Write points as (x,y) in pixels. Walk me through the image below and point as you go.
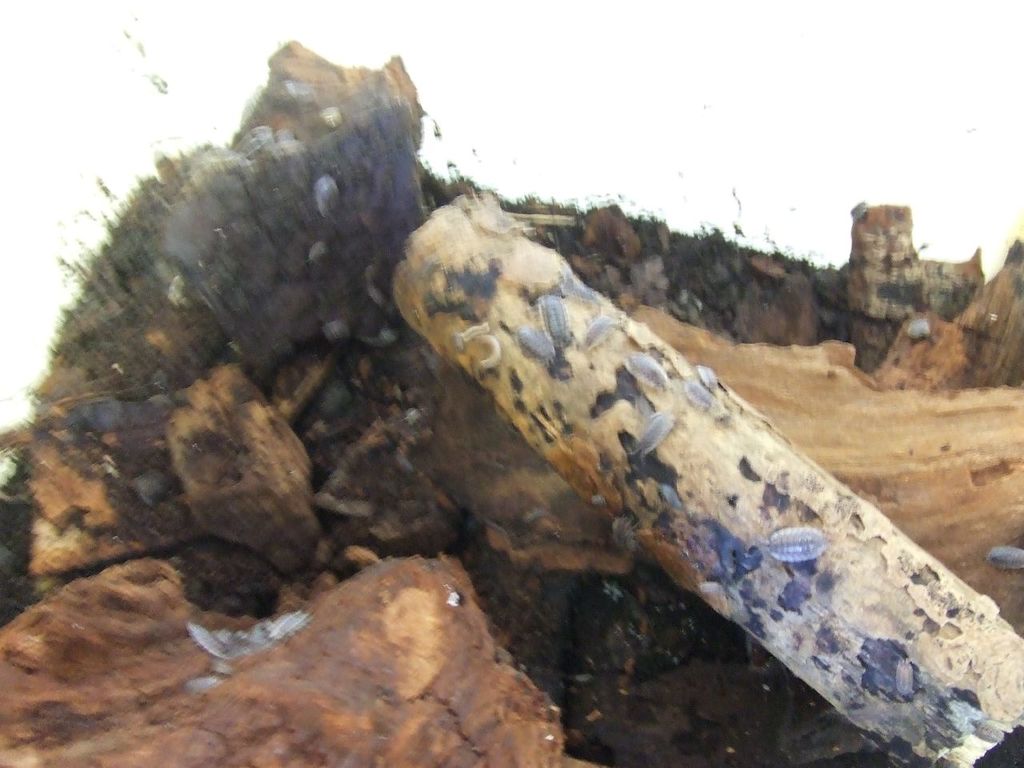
In the center of the image (673,465) we can see wood pieces (357,234) and a log (574,435) are present. On log (700,465) we can see some woodlice (551,330) are there. At the top of the image (796,57) white background (800,28) is present.
